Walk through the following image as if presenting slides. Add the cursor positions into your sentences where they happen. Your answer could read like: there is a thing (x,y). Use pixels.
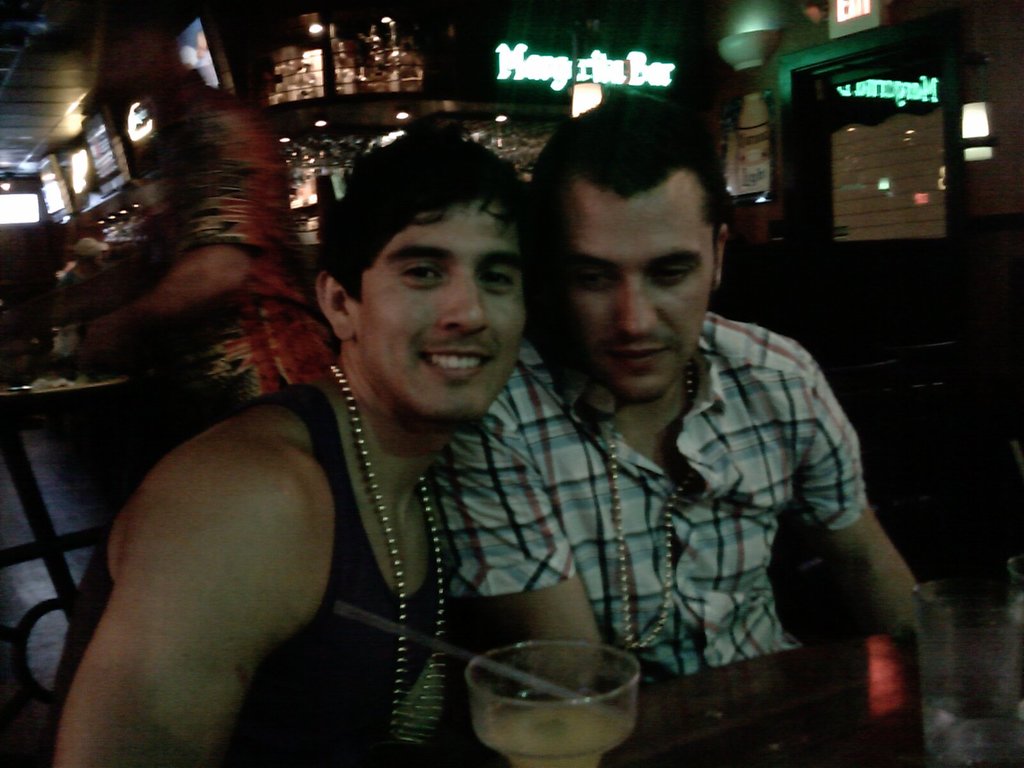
In this image I can see two people (301,534) sitting in-front of the table (776,692). These people (351,466) are wearing the different color dresses (517,534). I can see the glass (516,740) and bowl (528,723) on the table (847,741). In the background (369,90) I can see the person (180,203) and many boards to the building (319,179). I can also see the lights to the building (492,90).
